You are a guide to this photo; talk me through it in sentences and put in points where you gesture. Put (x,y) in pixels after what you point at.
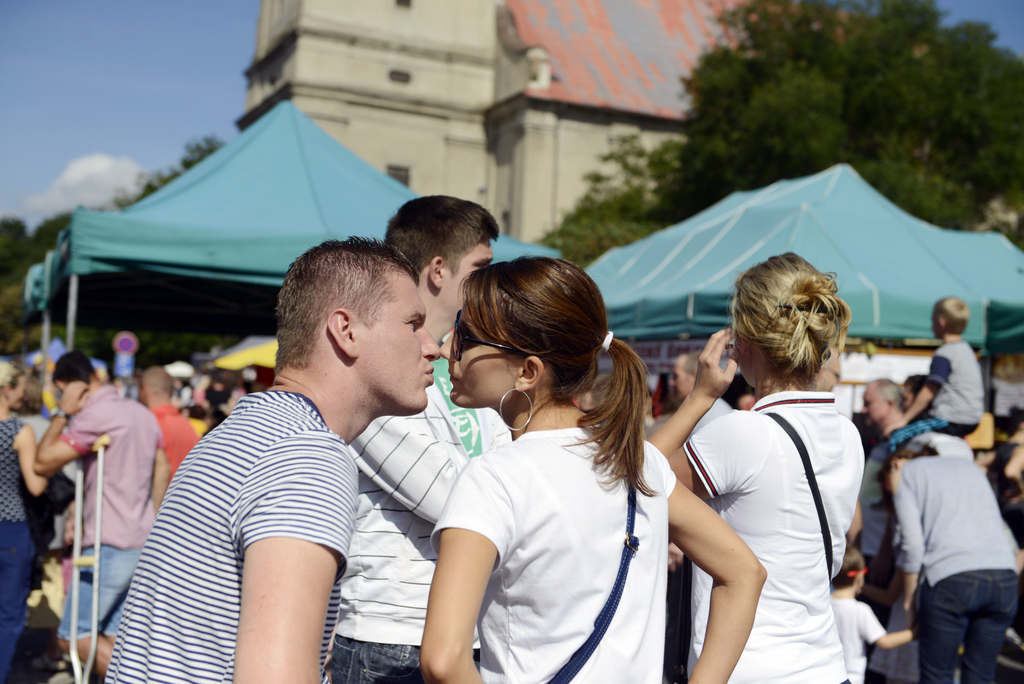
In this image there is a person (200,542). Before him there is a woman (559,441) wearing goggles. Left side (84,590) there is a person (65,453) having a walking stick (97,544) under his arm (58,432). Right side (973,406) there is a kid (937,400) sitting on a person (917,437). Few people (510,471) are on the land (32,661). Behind them there are tents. Background (6,272) there are few trees (7,228). Behind there is a building (519,157). Top of the image (87,82) there is sky (205,77).
